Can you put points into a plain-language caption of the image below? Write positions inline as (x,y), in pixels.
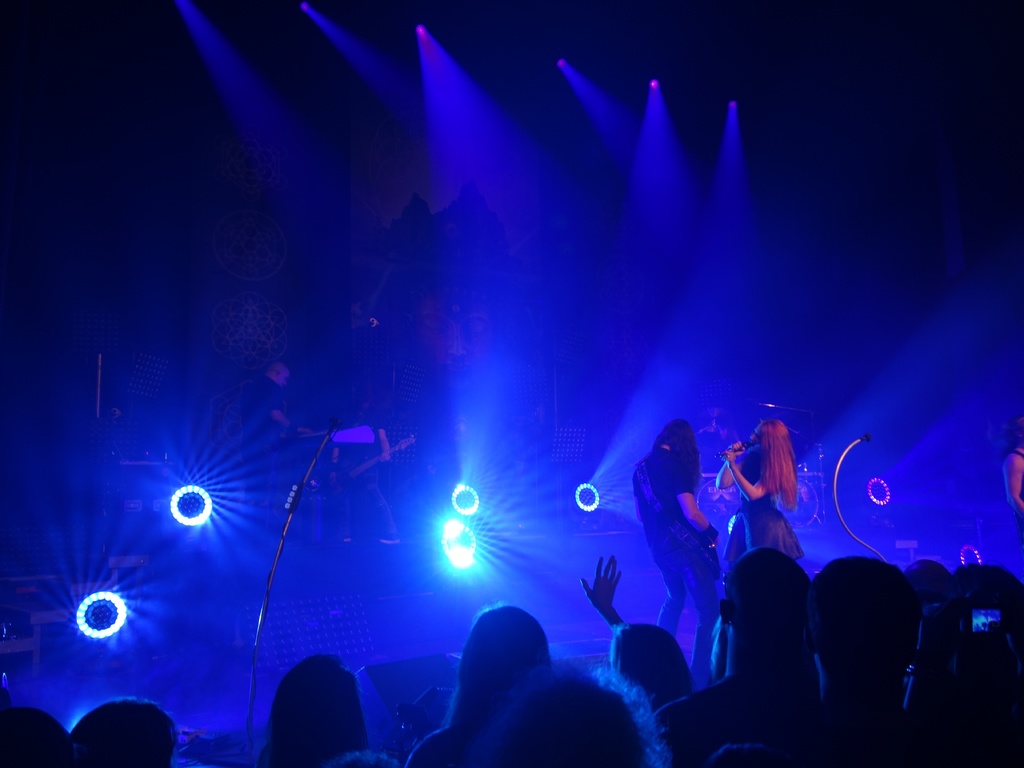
In this picture I can see there are few people (748,501) standing on the dais (267,629), there is a microphone stand (290,510) and there are few lights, there are few audience (474,673) standing at the bottom (619,688) on the image and there are few more lights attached to the ceiling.
